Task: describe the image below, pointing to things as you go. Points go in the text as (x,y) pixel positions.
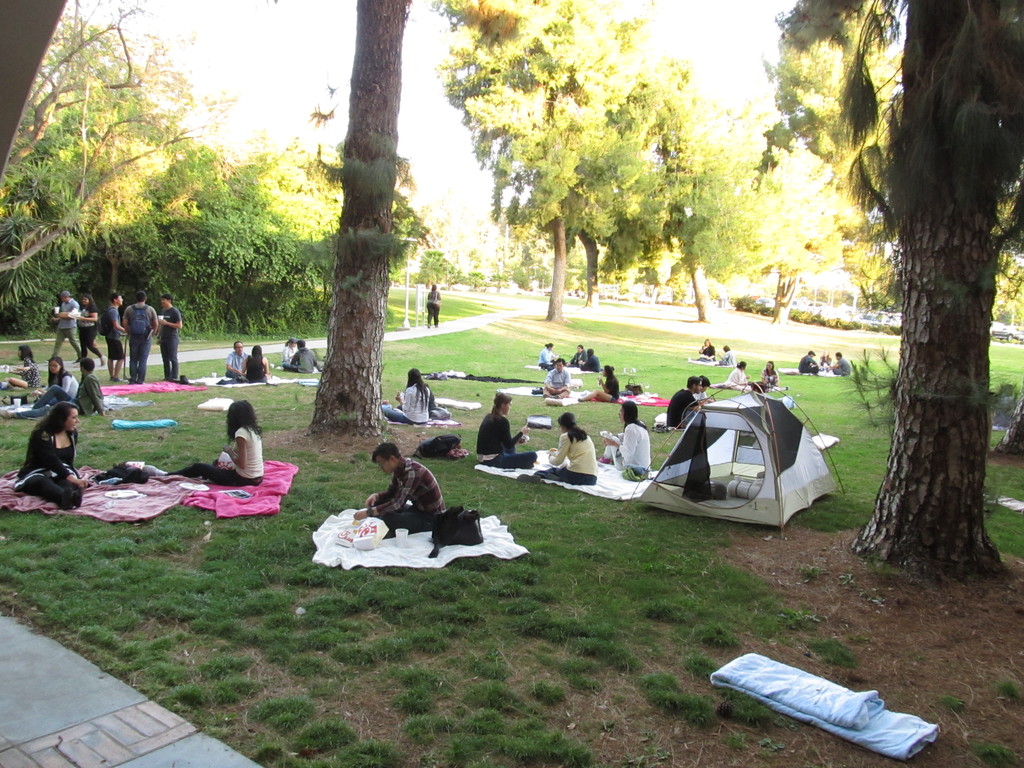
In this picture I can see group of people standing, there are clothes (609,472) and some other objects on the grass (610,570), there are group of people (423,400) sitting on the clothes (610,490), there is a tent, and in the background (405,196) there are trees (208,249).
